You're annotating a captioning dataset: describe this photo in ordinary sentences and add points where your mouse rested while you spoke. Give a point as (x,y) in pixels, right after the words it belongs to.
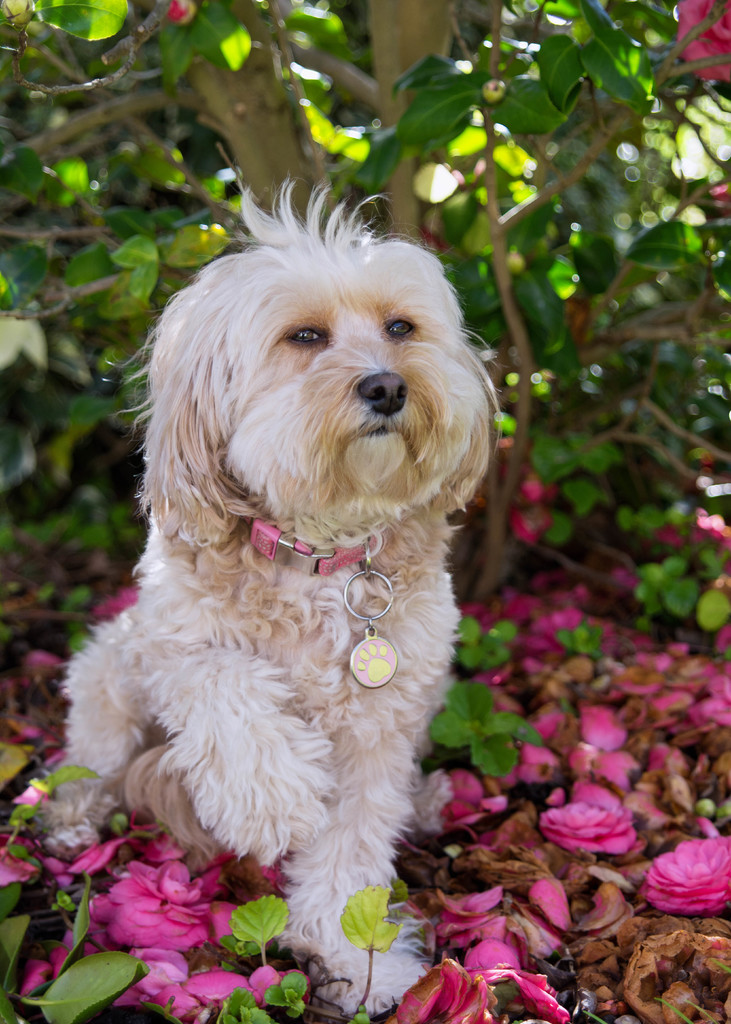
In the foreground of the picture (331,820) there are flowers (50,963), dry leaves (643,941), leaves (240,945) and a dog (268,331). In the background (229,121) there is a tree (60,225).
